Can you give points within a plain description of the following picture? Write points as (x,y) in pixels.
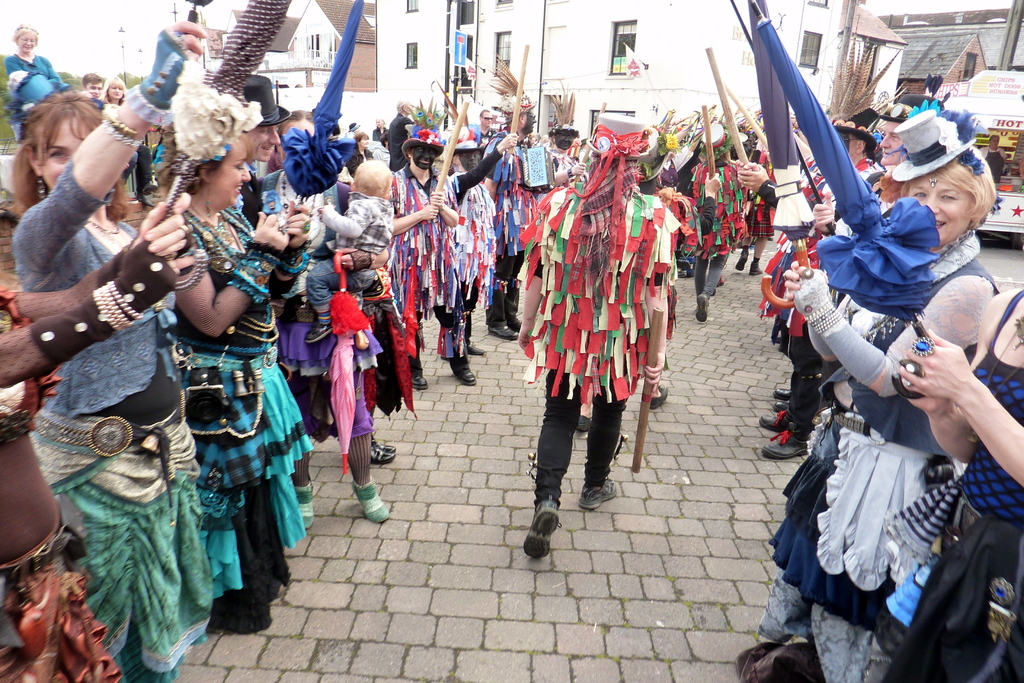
In this image we can see many persons (476,234) with costumes (419,248) on the road (508,463). In the background (667,55) we can see buildings (640,55), trees (1,100) and sky (90,33).
